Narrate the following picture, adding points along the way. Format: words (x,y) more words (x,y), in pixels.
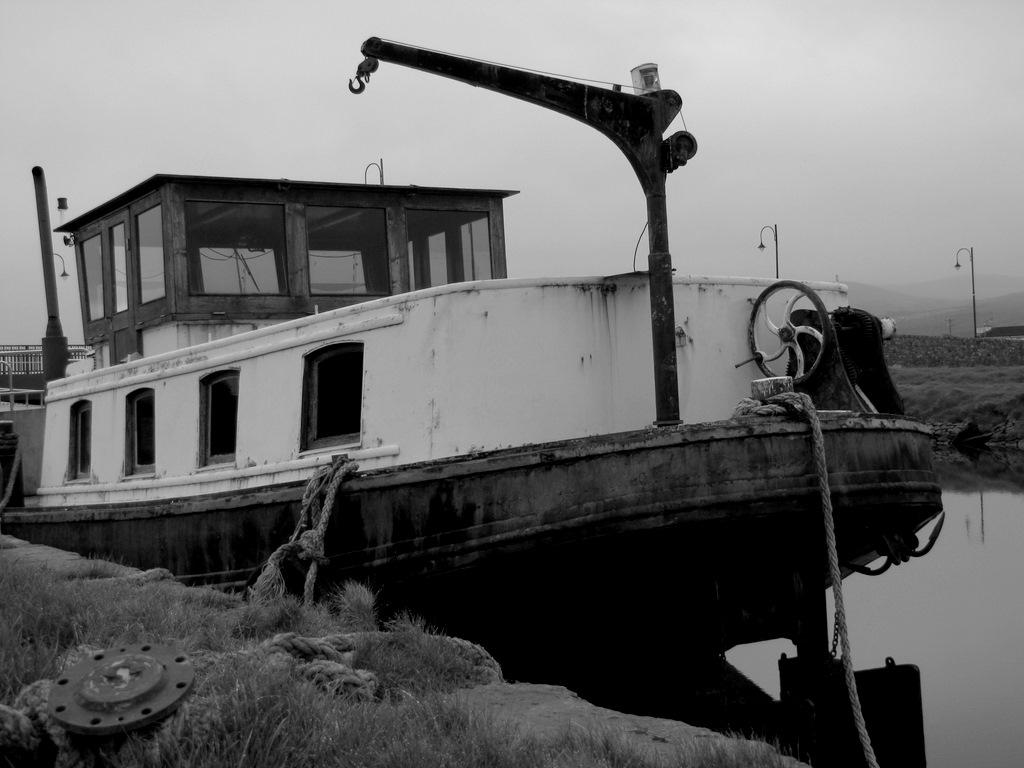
In front of the image there is a boat (868,677) in the water (854,652). On both right and left side of the image (45,610) there is grass (966,392) on the surface (960,388). On the left side of the image (172,710) there is a rope (276,638) and there is some object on the grass (325,725). In the background of the image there are light poles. There is a metal fence (22,358). There is a wall (937,348). There are mountains (927,319). At the top of the image (844,108) there is sky (844,108).
